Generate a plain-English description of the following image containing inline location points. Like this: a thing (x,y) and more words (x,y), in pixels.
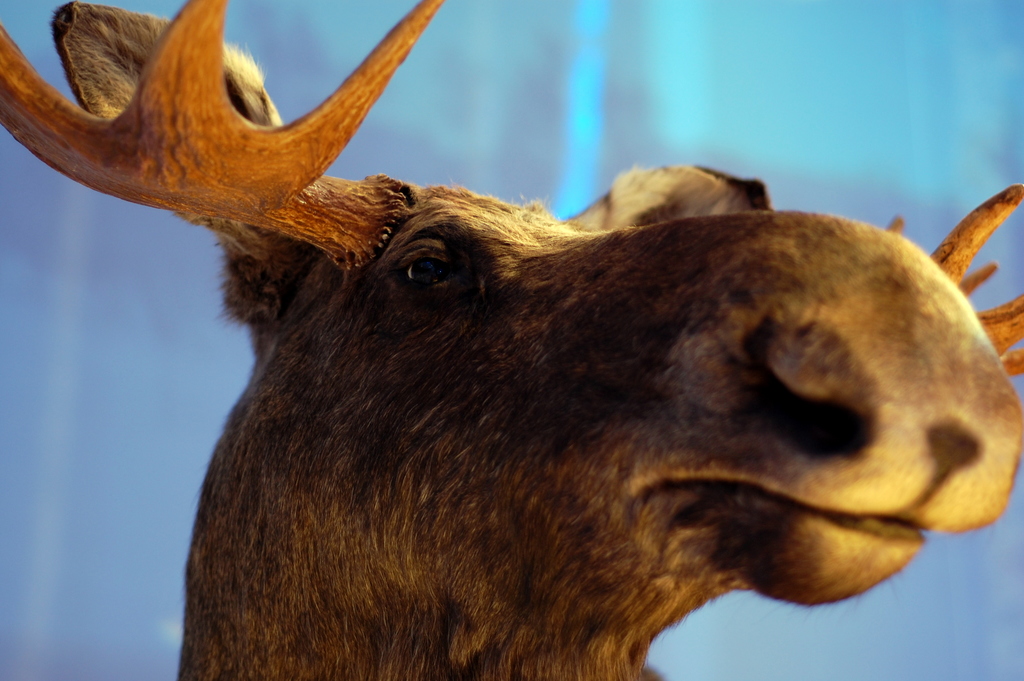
In this image there is a zoom in picture of a face (717,395) of moose (544,240) in the middle of this image (471,396). There is a wall (186,360) in the background (545,191).
